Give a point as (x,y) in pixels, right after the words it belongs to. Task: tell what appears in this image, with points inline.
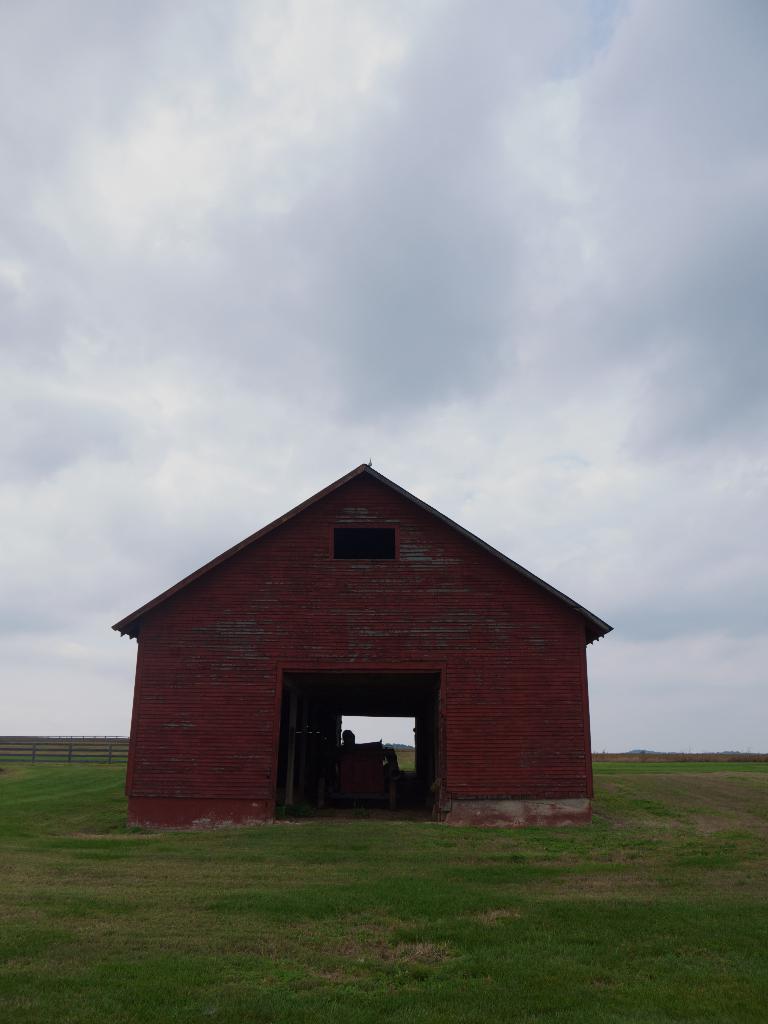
In this image, in the middle (416,666) there is a house (517,749). At the bottom (586,954) there is grass (468,933). In the background (120,752) there is a fence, sky (495,434) and clouds (387,315).
